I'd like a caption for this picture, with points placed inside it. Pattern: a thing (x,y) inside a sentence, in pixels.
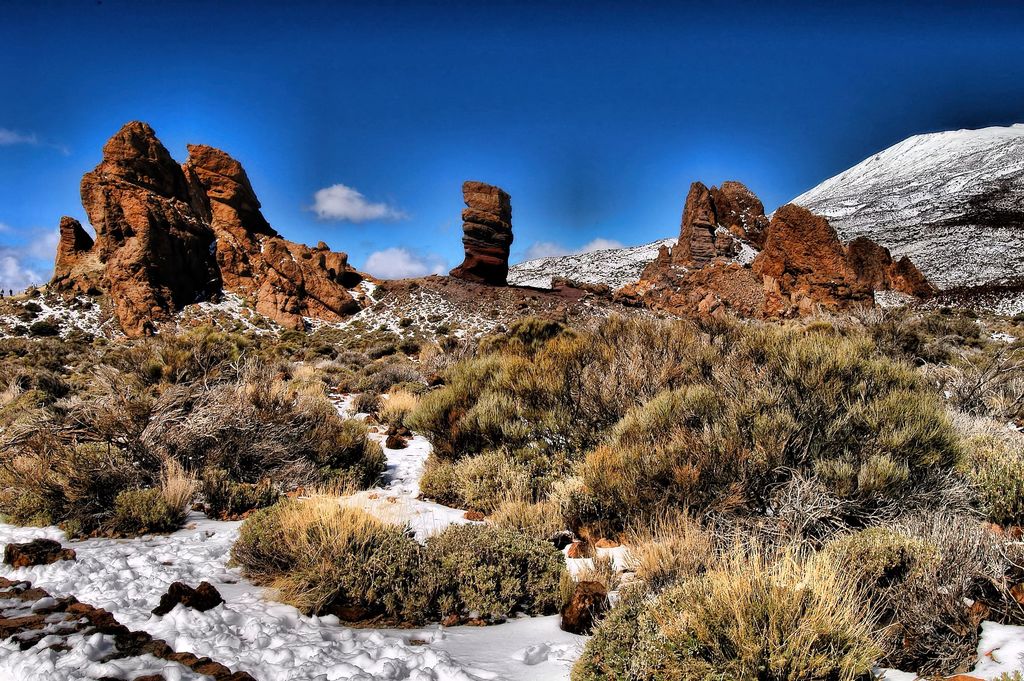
In this image we can see snow (341,630), grass (258,563), stones (179,657) and mountains (912,180), in the background (299,111), we can see the sky (496,115) with clouds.
